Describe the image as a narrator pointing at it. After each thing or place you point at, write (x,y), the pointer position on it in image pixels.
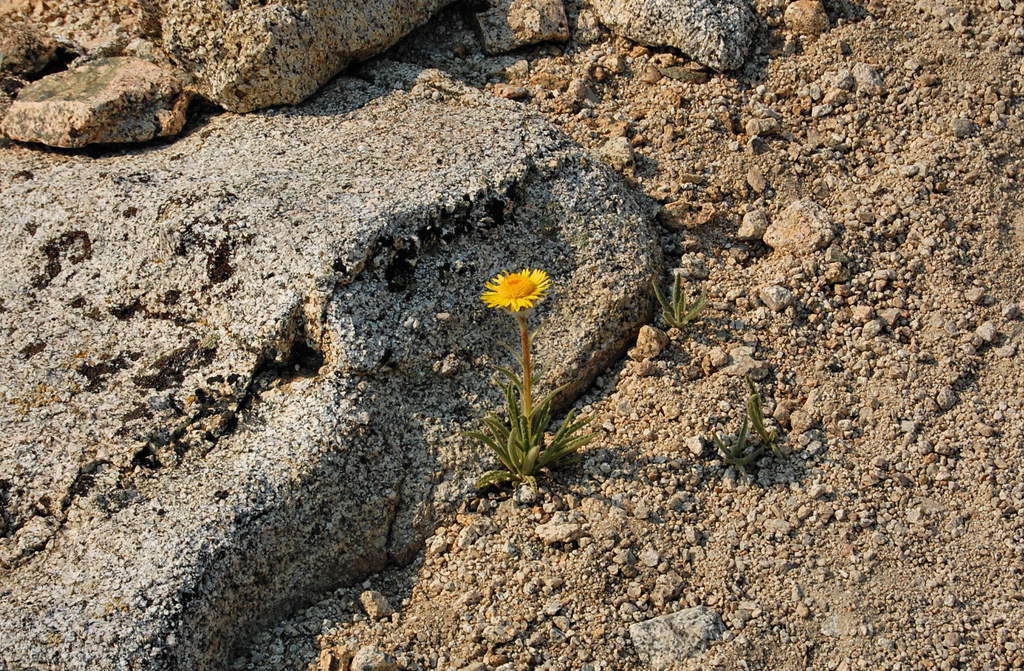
In this image we can see a few plants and there is a flower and we can see some rocks (208,322) and soil (685,602) on the ground (962,532).
